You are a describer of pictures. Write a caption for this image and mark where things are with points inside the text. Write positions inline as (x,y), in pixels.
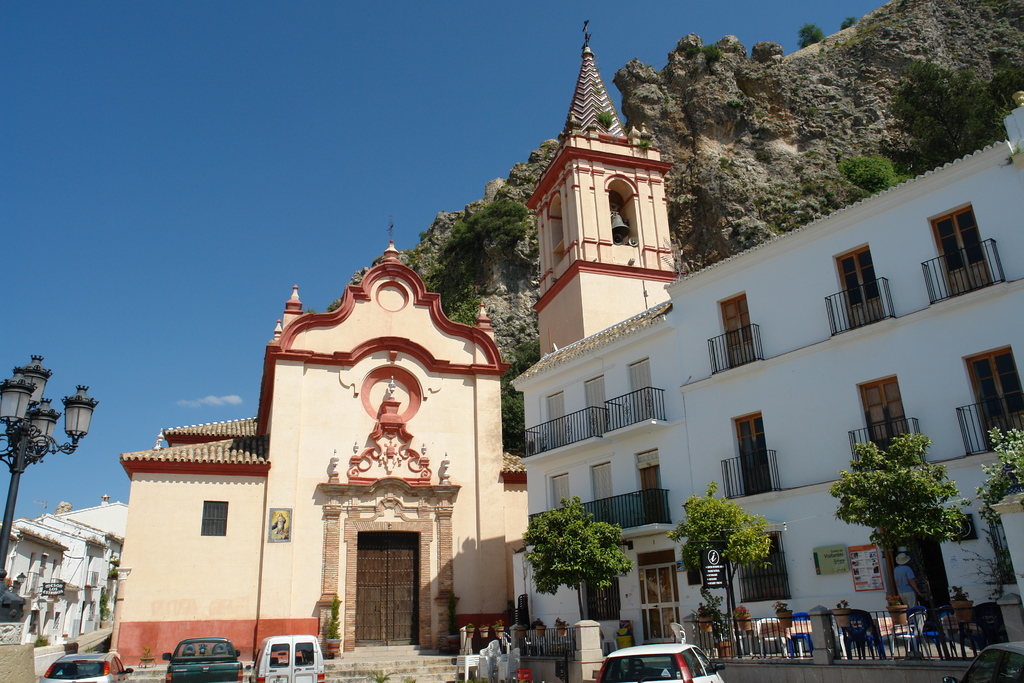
In the foreground (501,520) I can see five cars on the road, trees (549,589), fence (695,631), light pole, buildings (555,608), doors (670,604), windows (751,441), boards (721,559), tower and a person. In the background (505,218) I can see mountains (509,237), grass (475,251) and the sky (244,203). This image is taken may be during a day.
